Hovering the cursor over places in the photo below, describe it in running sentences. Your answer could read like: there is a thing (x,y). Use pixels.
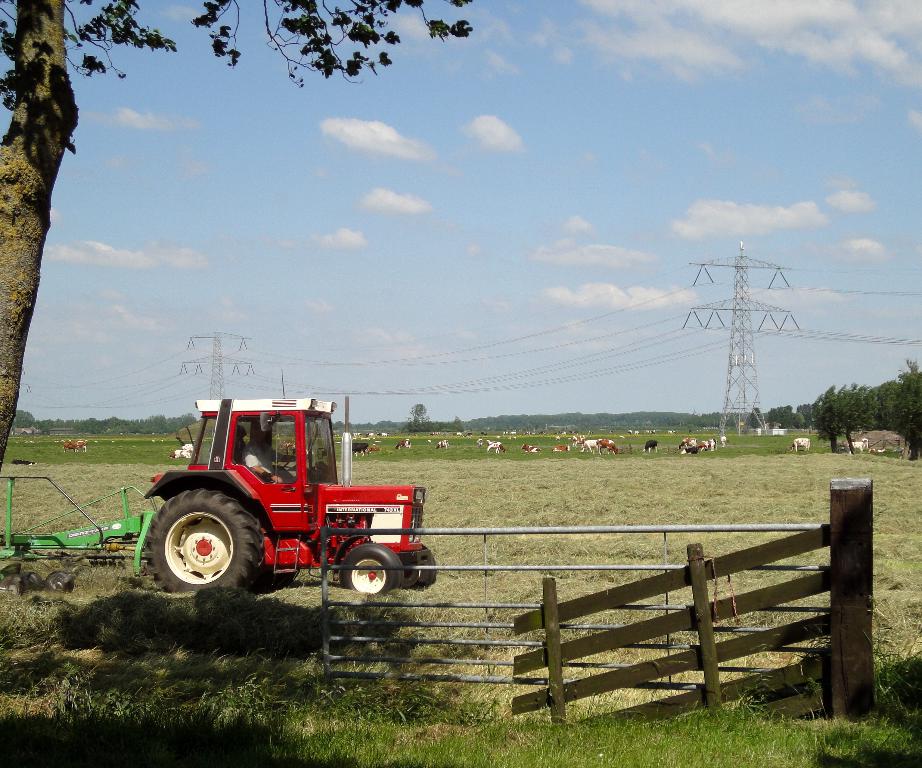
In this picture I can see a vehicle (227,560) on the grass (679,504), there is fence (744,643), there are animals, electricity towers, cables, trees (474,423), and in the background (329,228) there is sky (349,175).
